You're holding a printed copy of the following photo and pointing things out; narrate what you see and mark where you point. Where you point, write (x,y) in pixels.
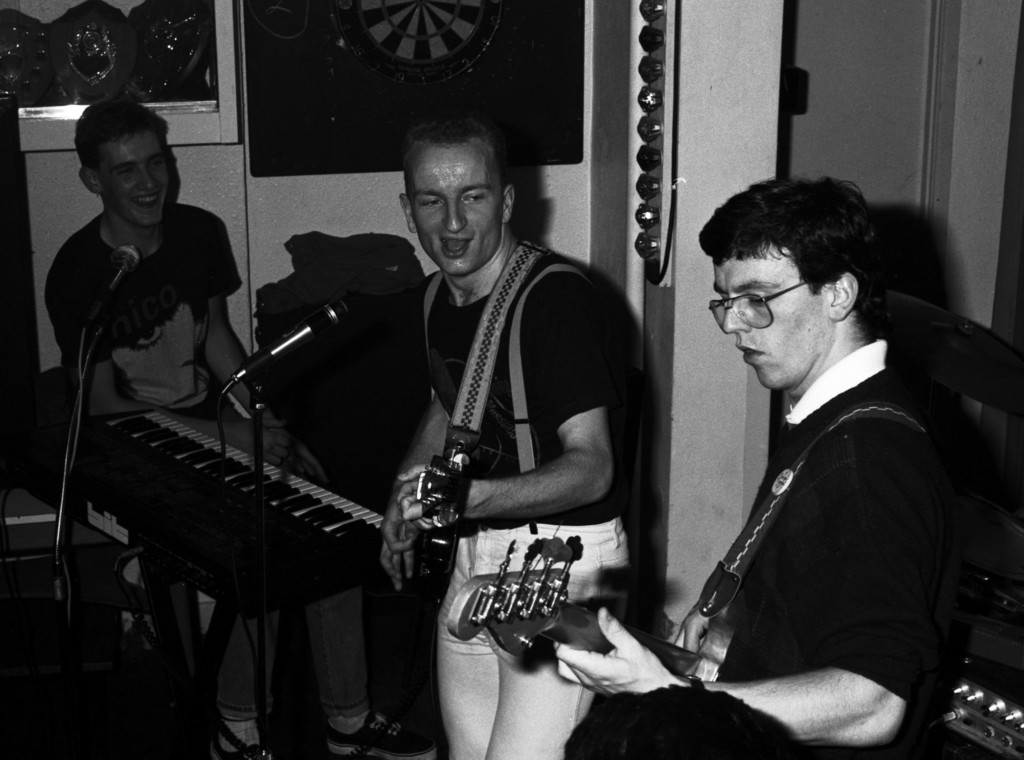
In this image there are group of persons (499,384) who are playing musical instruments (37,454) and at the foreground of the image (303,327) there are microphones (303,327).
